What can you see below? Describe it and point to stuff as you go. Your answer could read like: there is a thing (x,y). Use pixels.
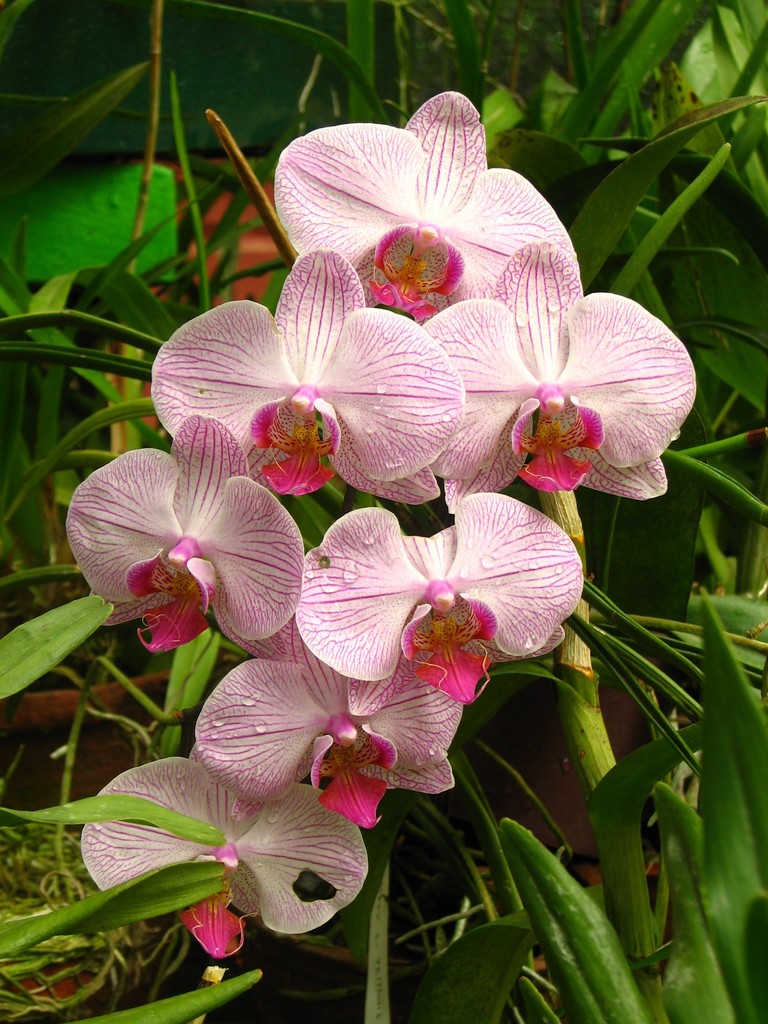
In this image we can see some flowers (360,448), and plants (721,732).
